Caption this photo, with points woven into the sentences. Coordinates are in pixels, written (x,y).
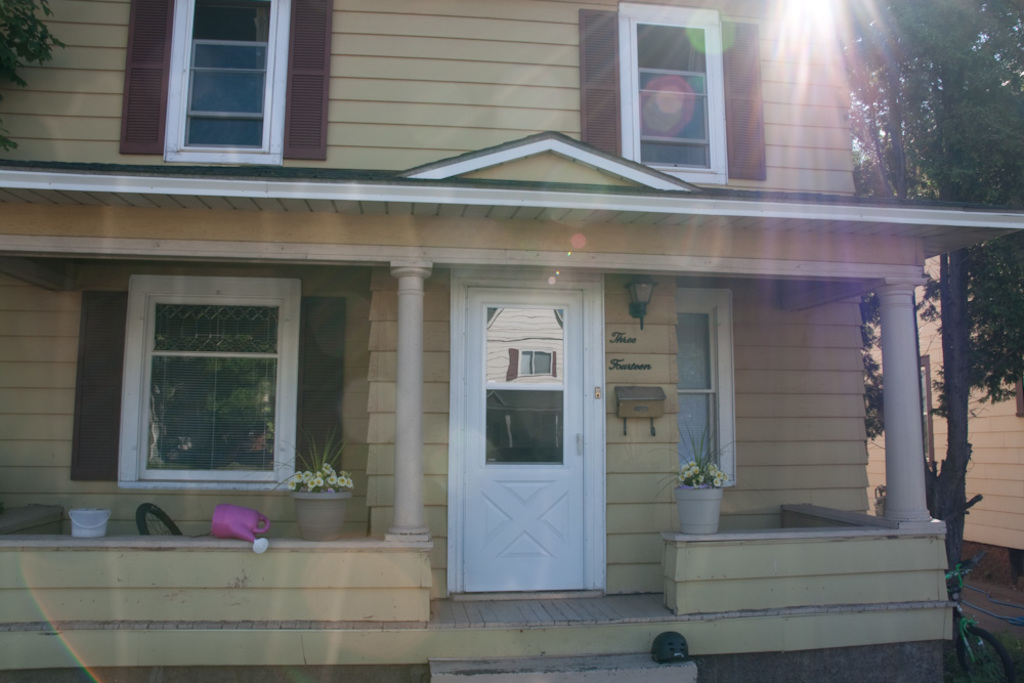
In this image I can see the building (472,372) with windows (503,393) and the light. In-front of the building (536,487) I can see the flower pot (344,516), bucket (81,528) and the can (237,535). To the left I can see the tree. To the right (959,504) I can see few more trees (881,413), in another building (1009,478) and the bicycle (954,593).
